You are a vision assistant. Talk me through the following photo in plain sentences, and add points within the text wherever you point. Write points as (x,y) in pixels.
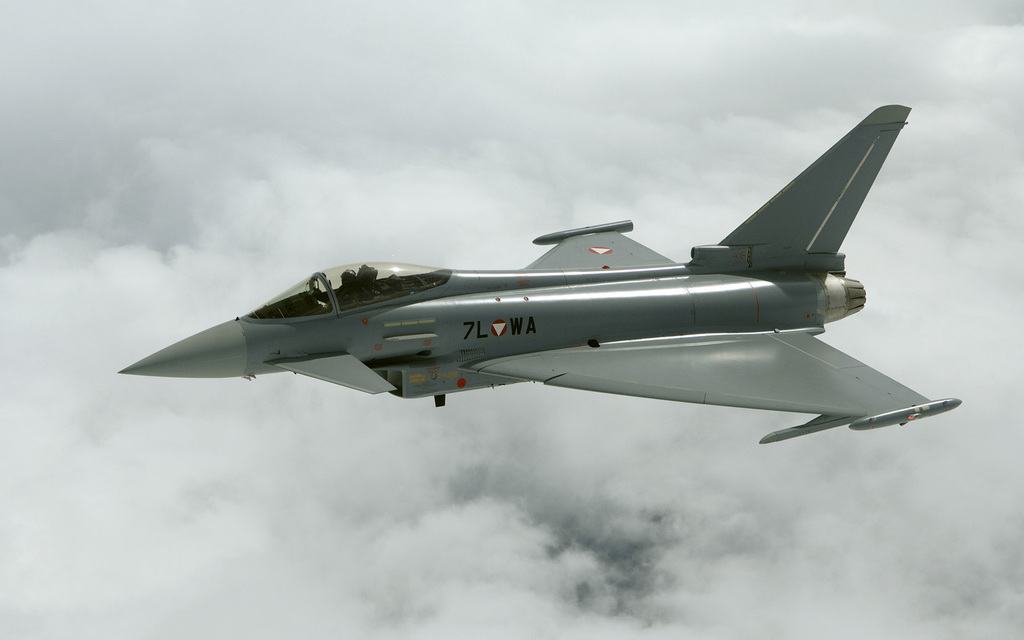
This picture contains an airplane (811,393) which is in grey color is flying in the sky (711,410). In the background (651,414), we see clouds (433,229).
